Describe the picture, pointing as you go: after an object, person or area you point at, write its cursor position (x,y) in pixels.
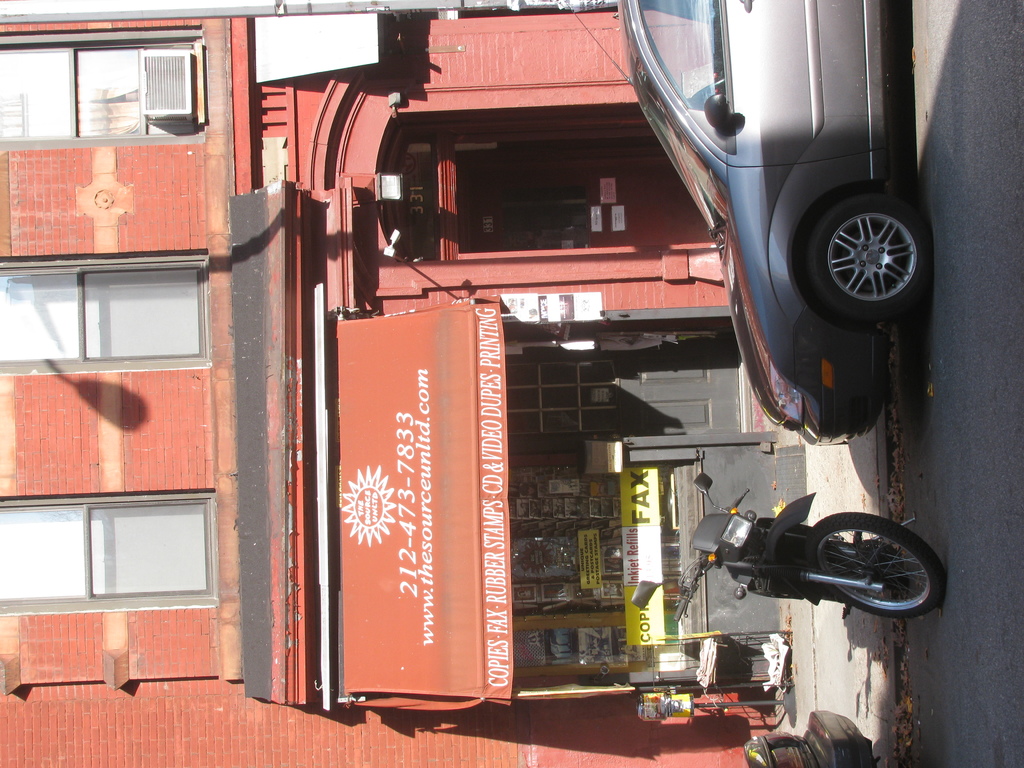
In this image there is a car (756,152) at top right side of this image (775,153) and there is a bike (779,530) at bottom right side of this image (800,601). and there is a building (543,396) at left side of this image (286,464). as we can see there is a shop (514,528) in middle of this image (501,375).
